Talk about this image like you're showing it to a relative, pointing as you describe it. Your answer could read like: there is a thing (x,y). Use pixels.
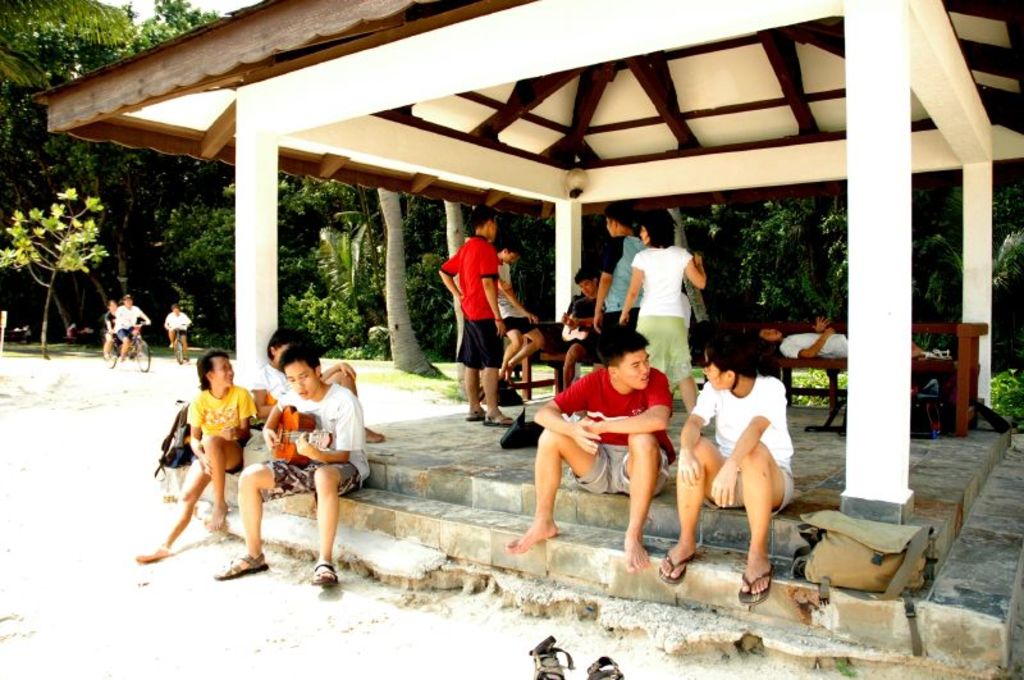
In this picture I can see group of people (319,401) sitting, there are two persons (278,400) holding the guitars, there are few people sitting on the benches (820,384) under the gazebo (983,301), there are group of people (486,385) standing, there are two persons (104,336) riding the bicycles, and in the background (64,340) there are trees (397,287).
